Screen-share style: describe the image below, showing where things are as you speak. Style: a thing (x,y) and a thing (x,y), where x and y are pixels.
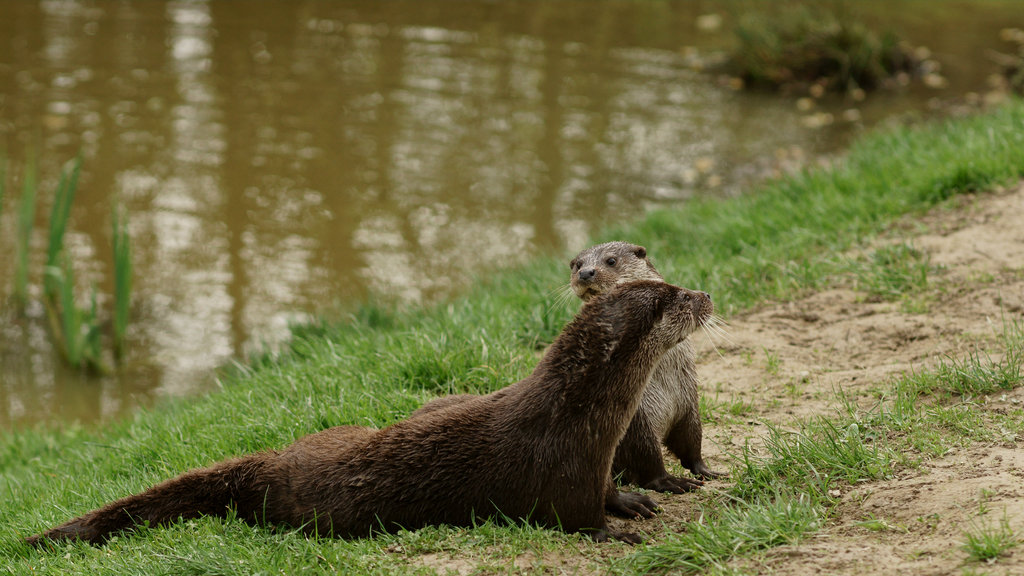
In this picture we can see animals (695,397) on the ground (715,428), here we can see grass (669,279) and we can see water (301,144) in the background (650,210).
